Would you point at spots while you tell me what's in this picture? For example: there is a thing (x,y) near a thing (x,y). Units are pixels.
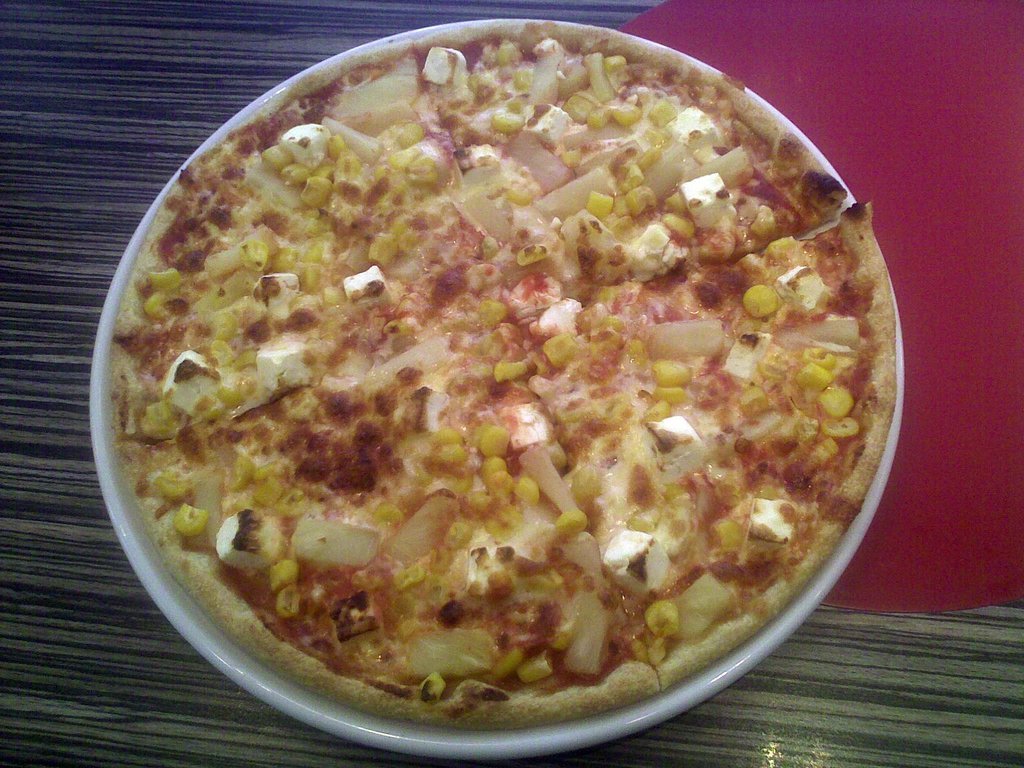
In the middle of this image (418,437), there are food items (560,167) arranged in a white color bowl (398,36). This bowl (467,25) is placed on a table (368,29), on which there is a red colored cloth (983,255).
